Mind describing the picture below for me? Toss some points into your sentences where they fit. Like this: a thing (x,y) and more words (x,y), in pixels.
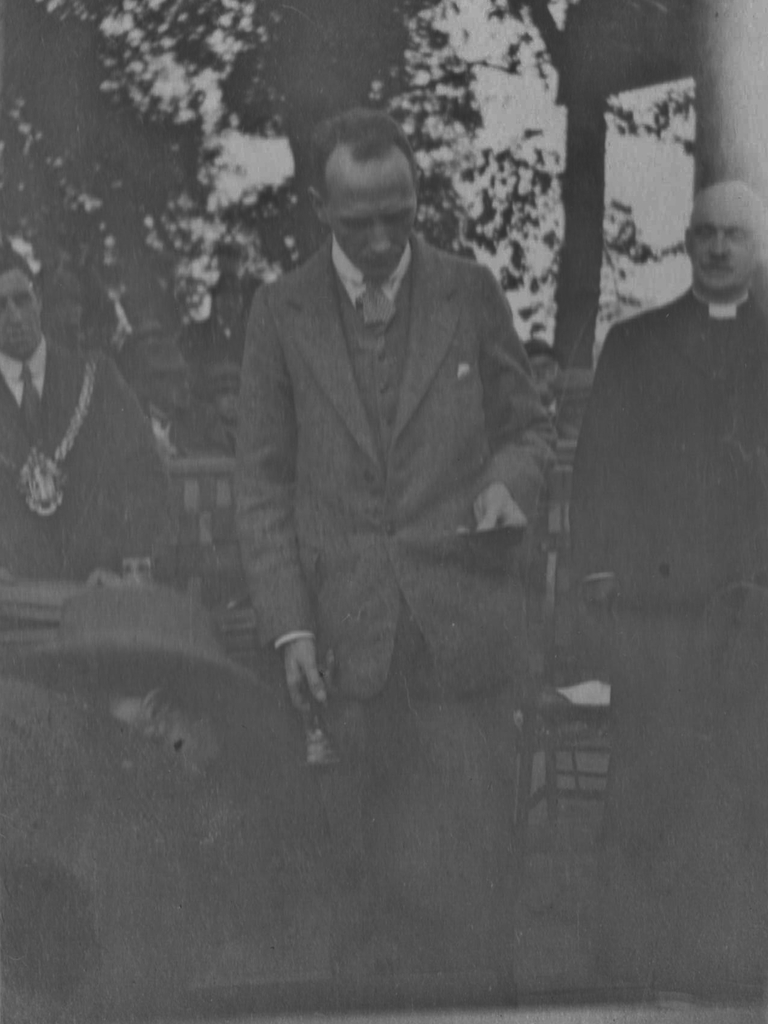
In this image I can see few persons (339,418) standing and wearing different dress (369,396). Back I can see trees (154,60) and building (701,67). The image is in black and white.
